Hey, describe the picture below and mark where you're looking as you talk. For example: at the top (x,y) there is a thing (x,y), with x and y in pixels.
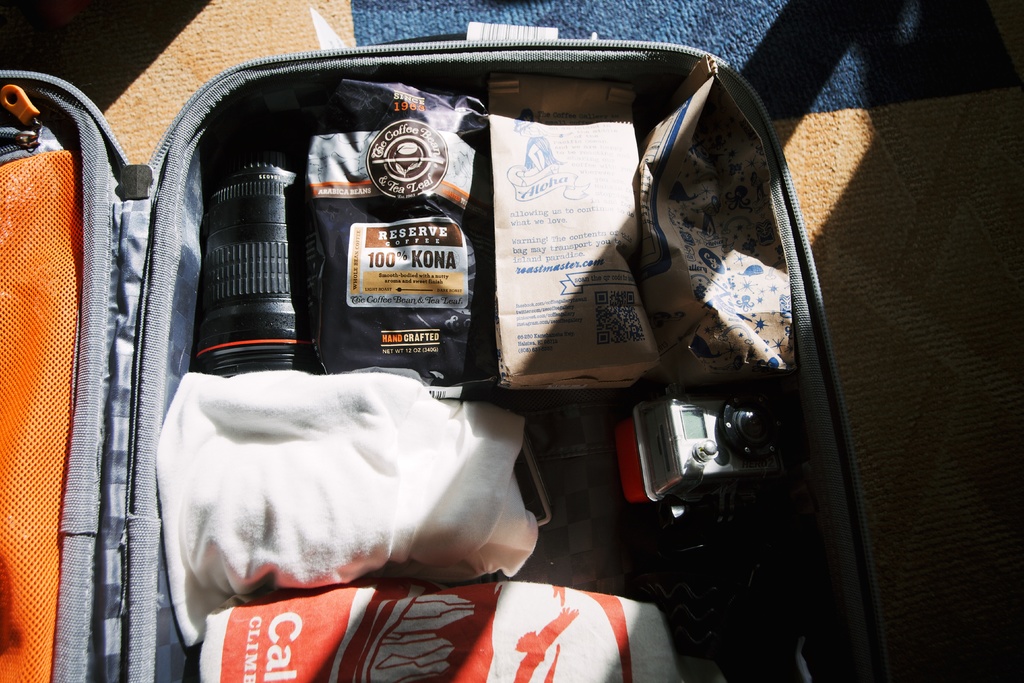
In the image there is a suitcase (9,269) on the suitcase (4,220) there are few products (496,247).
